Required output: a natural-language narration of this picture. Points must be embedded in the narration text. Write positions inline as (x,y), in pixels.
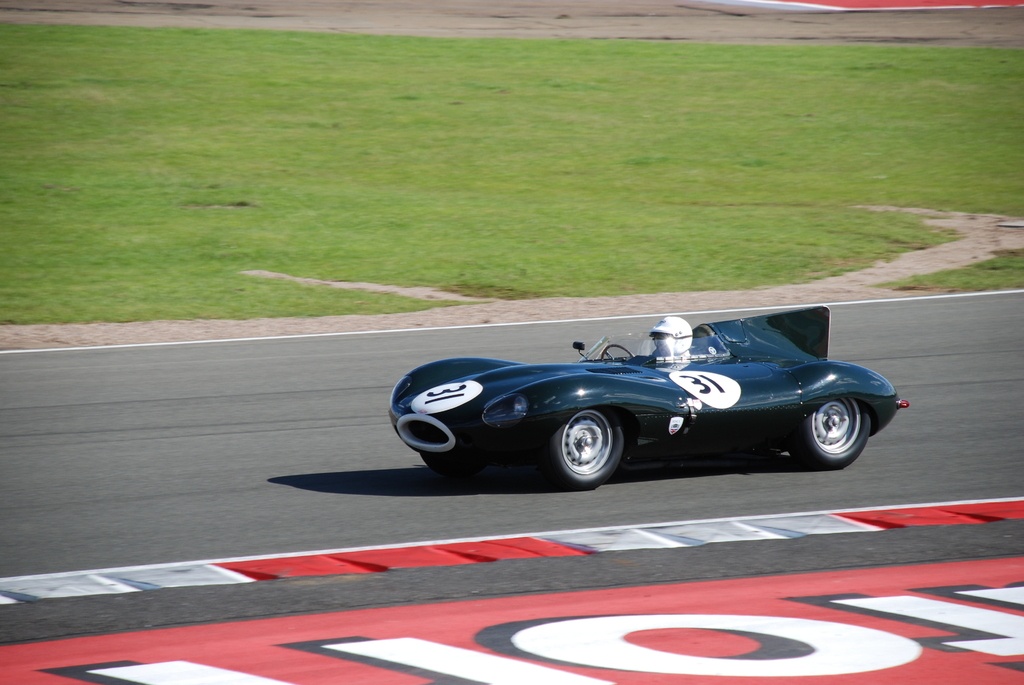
In this picture we can see a vehicle (699,404) on the road (281,493). And a person (662,334) is sitting on the vehicle (693,385) and he wear a helmet (669,328). And this is the grass (543,161).
